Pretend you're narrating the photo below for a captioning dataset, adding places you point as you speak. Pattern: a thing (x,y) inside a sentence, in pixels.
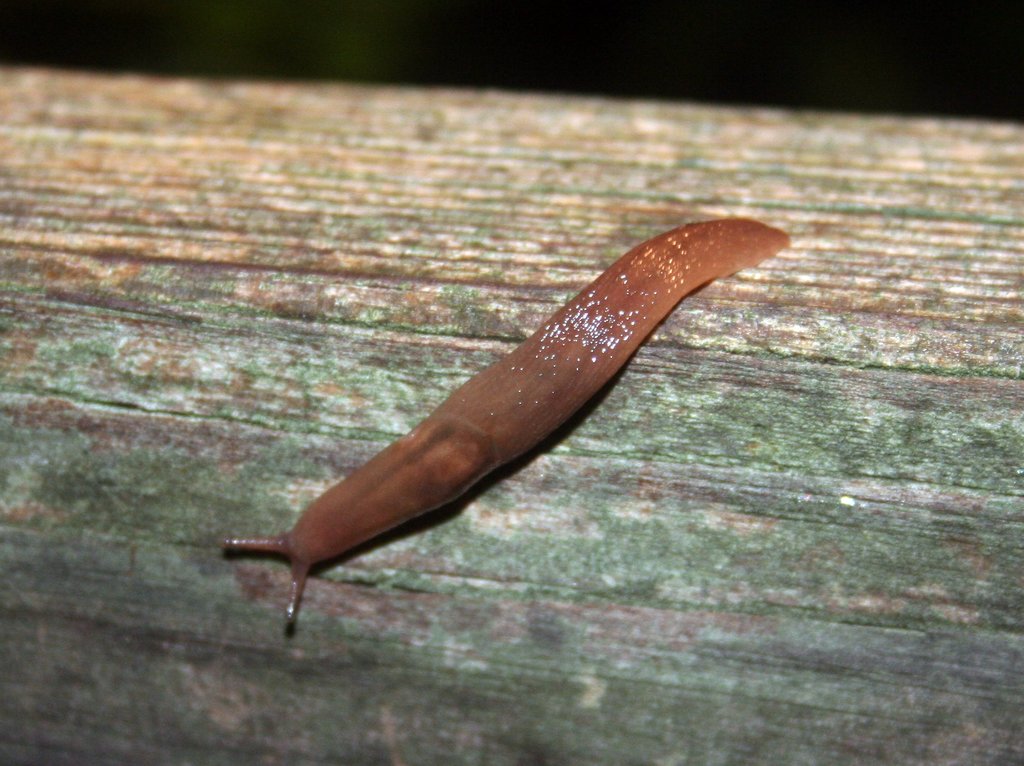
The picture contains a slug (533,393), on a wooden surface (407,336). At the top (547,35) it is dark.
